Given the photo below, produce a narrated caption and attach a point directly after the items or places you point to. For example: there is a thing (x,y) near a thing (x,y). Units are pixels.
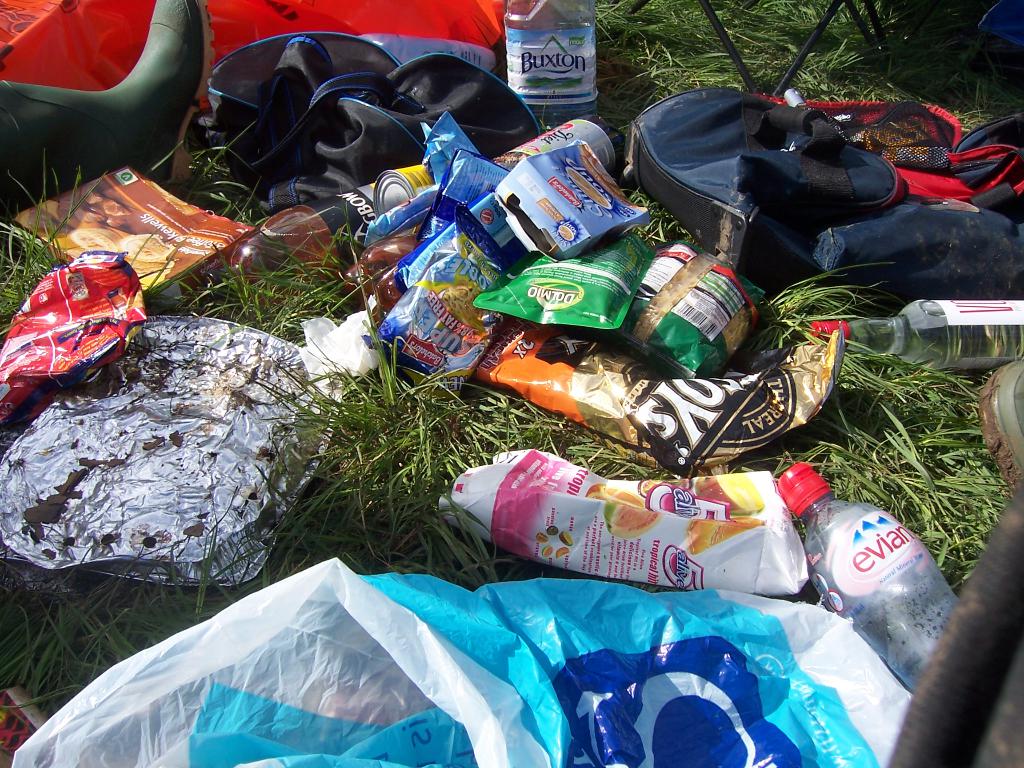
There are many items (338,585) in the grass floor (306,292). It includes bottles (869,527), wrappers (562,319), aluminium foil (207,410), biscuit packet (152,239), bag (340,139), boots (163,101) and covers (438,631) and stand (816,36).
